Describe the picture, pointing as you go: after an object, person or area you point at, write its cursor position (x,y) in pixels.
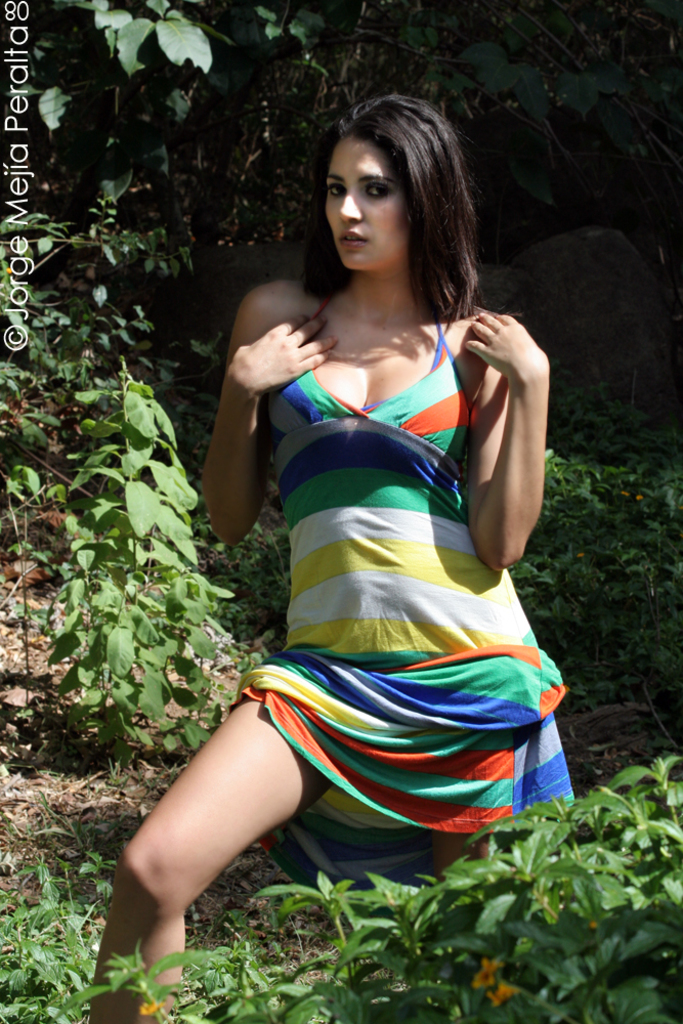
There is a woman (316,486) standing. Near to her there are plants (446,914). On the left side (10,35) there is a watermark (21,59).
